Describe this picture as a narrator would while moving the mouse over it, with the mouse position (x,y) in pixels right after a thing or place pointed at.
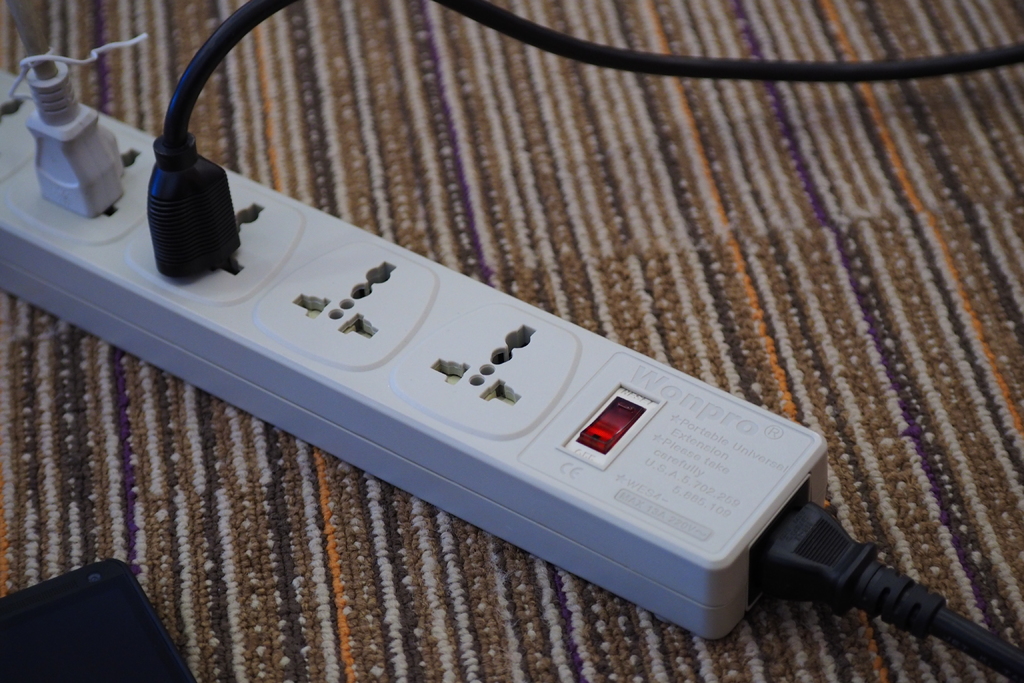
In this picture I can see the white color socket (582,416) and two cables (226,176) are connected. This socket (419,409) is kept on the carpet (840,647). In the bottom left corner (110,635) I can see the black object (65,611).
